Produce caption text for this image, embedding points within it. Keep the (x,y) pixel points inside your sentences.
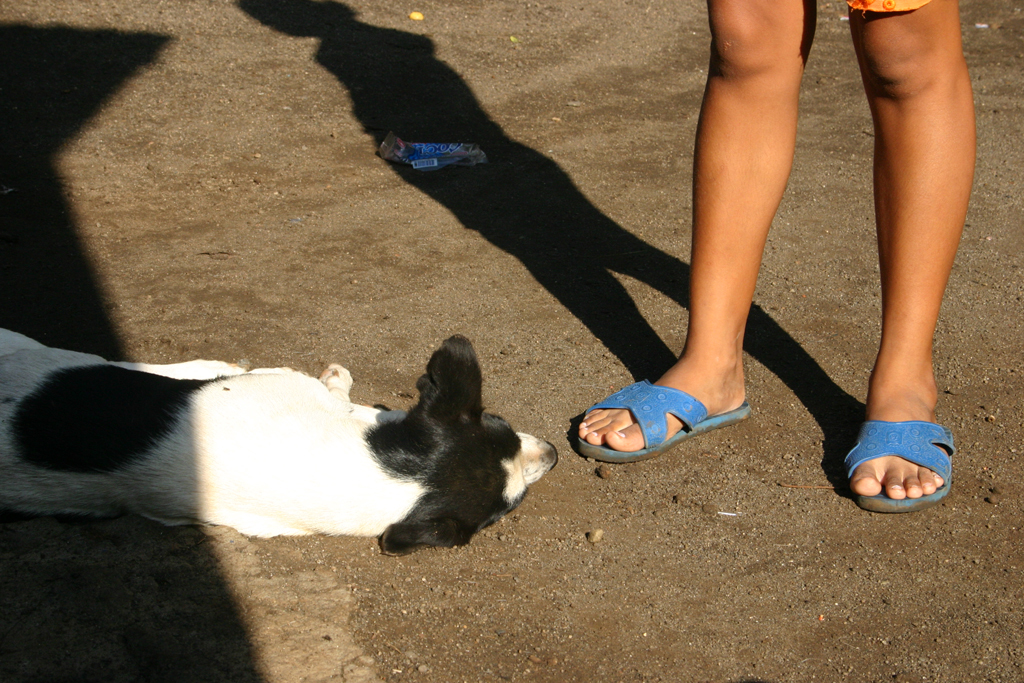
In the foreground of the picture (740,354) we can see a person's legs (746,281) and dog (255,468) lying on the ground (514,523).
